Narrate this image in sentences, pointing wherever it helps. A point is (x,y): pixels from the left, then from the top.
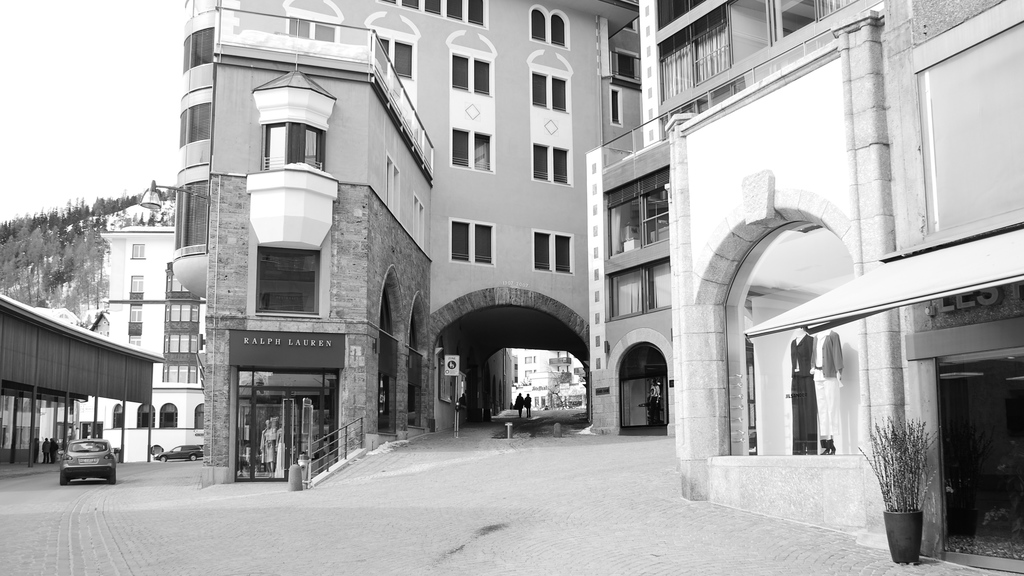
In the image I can see a place (420,120) where we have some buildings (447,164) and also I can see some people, car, plant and some other things (275,425).
